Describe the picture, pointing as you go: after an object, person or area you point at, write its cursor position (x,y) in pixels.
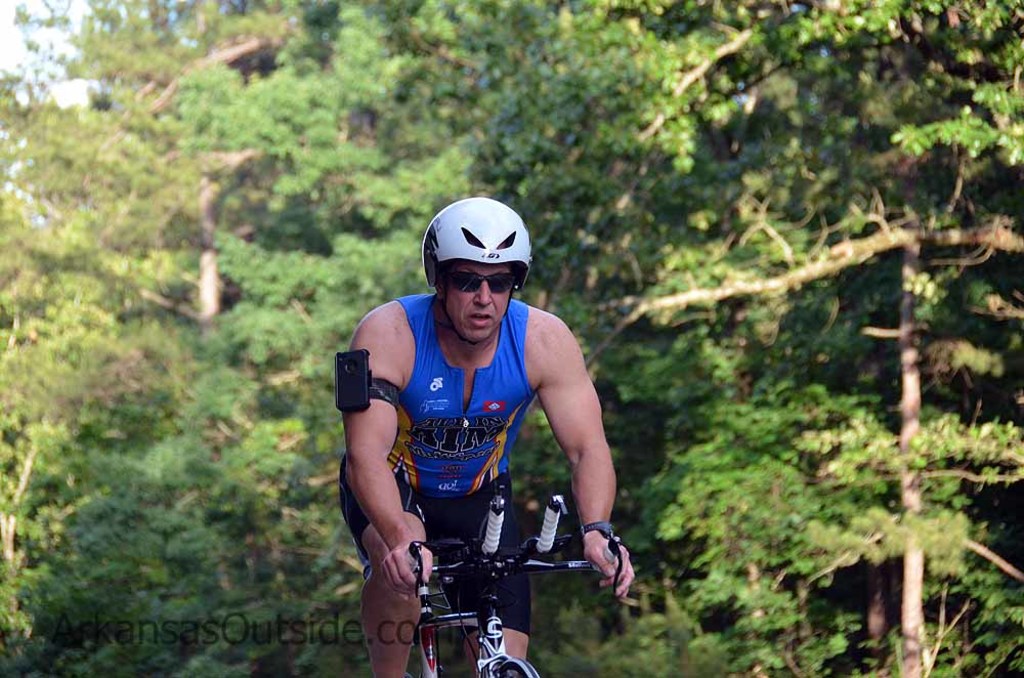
In this image we can see a man (479,539) riding the bicycle (495,579). In the background (366,162) there are trees (574,91) and sky (23,55).
